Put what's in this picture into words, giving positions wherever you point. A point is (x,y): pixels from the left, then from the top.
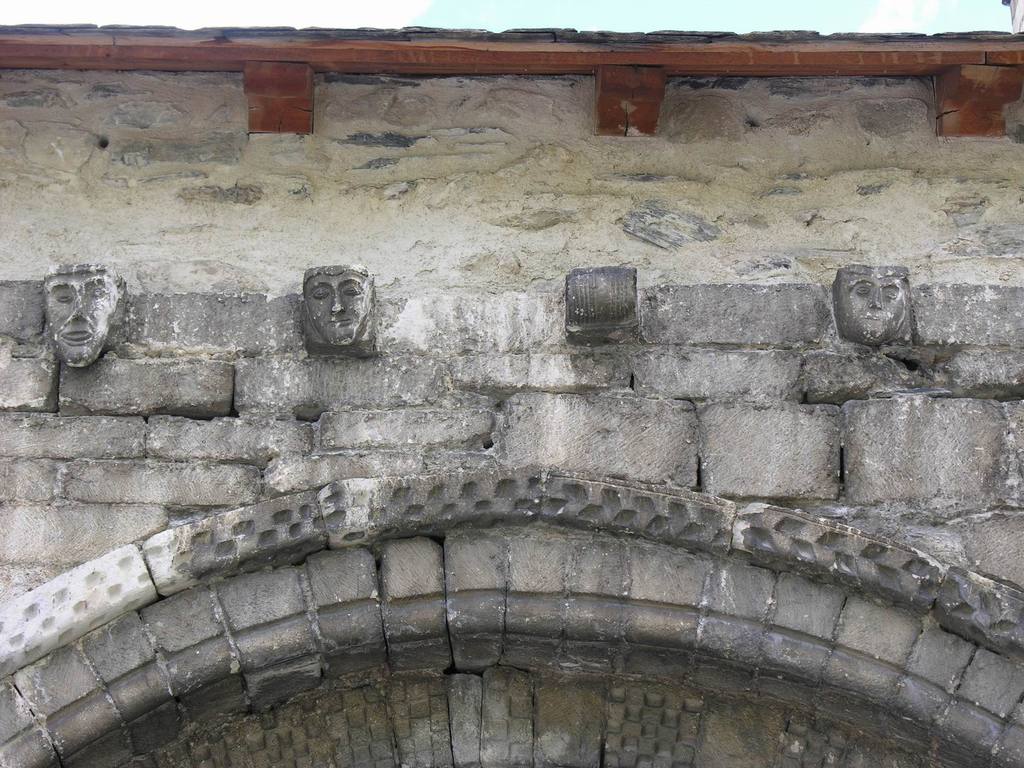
In this image we can see a wall (475,404) and sculptures (370,301) carved on it.
